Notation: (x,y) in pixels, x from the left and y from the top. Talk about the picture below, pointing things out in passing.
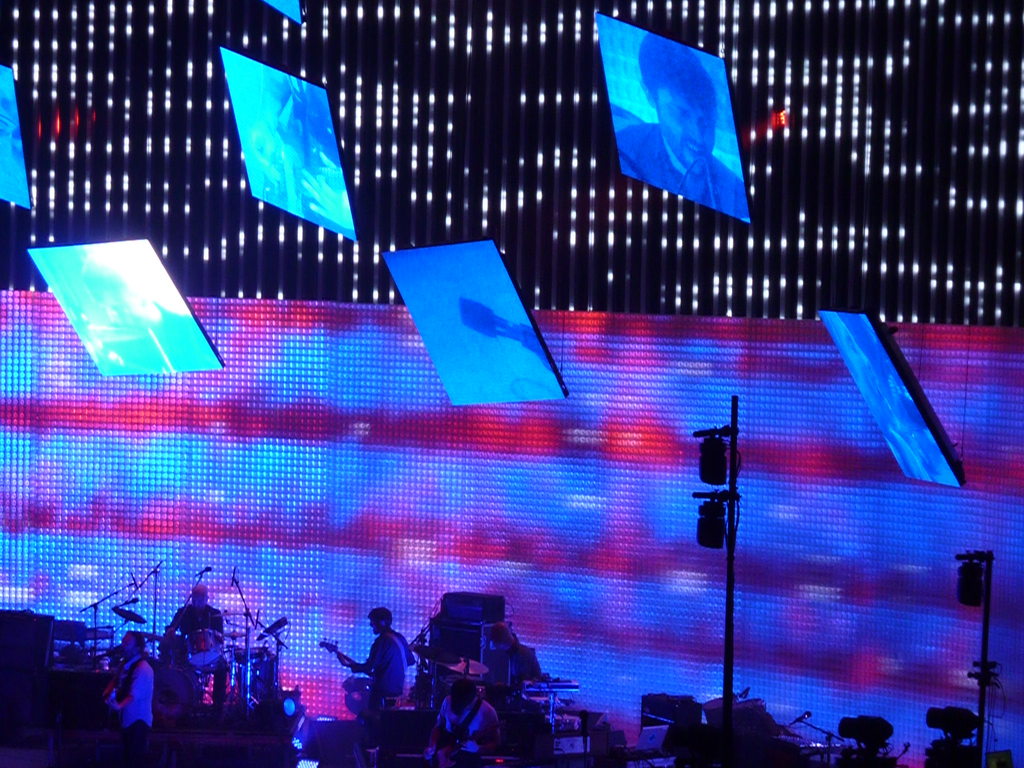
At the bottom of the image (509,683) we can see musical instruments (457,667), some persons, lights (707,450), poles (733,434). In the background of the image (487,293) we can see boards (492,411) with lights (564,177), screens (115,304).
